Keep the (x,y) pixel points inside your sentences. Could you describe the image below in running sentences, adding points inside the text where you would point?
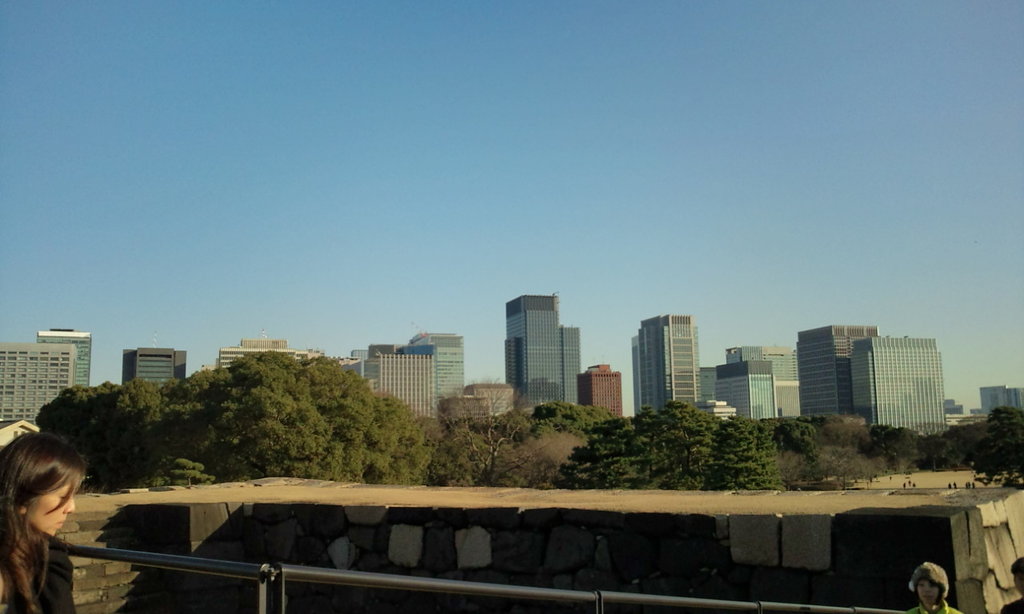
There are people (69,592) and railing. There are trees (476,458) and buildings (581,388) at the back (511,356).
